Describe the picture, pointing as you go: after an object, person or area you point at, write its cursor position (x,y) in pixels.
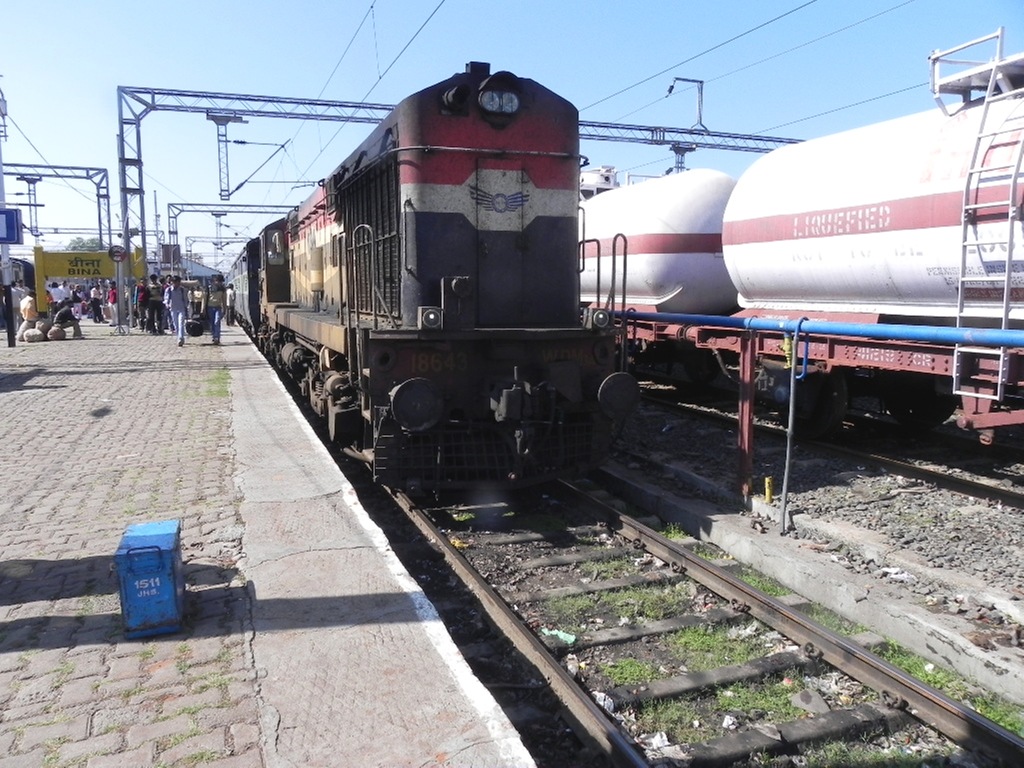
In the background (542,4) we can see the sky (542,4). In this picture we can see trains (332,228), train tracks (604,531), grass (614,679), stones (865,553), platform (360,527), people (116,286), boards (98,266), wires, poles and objects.
